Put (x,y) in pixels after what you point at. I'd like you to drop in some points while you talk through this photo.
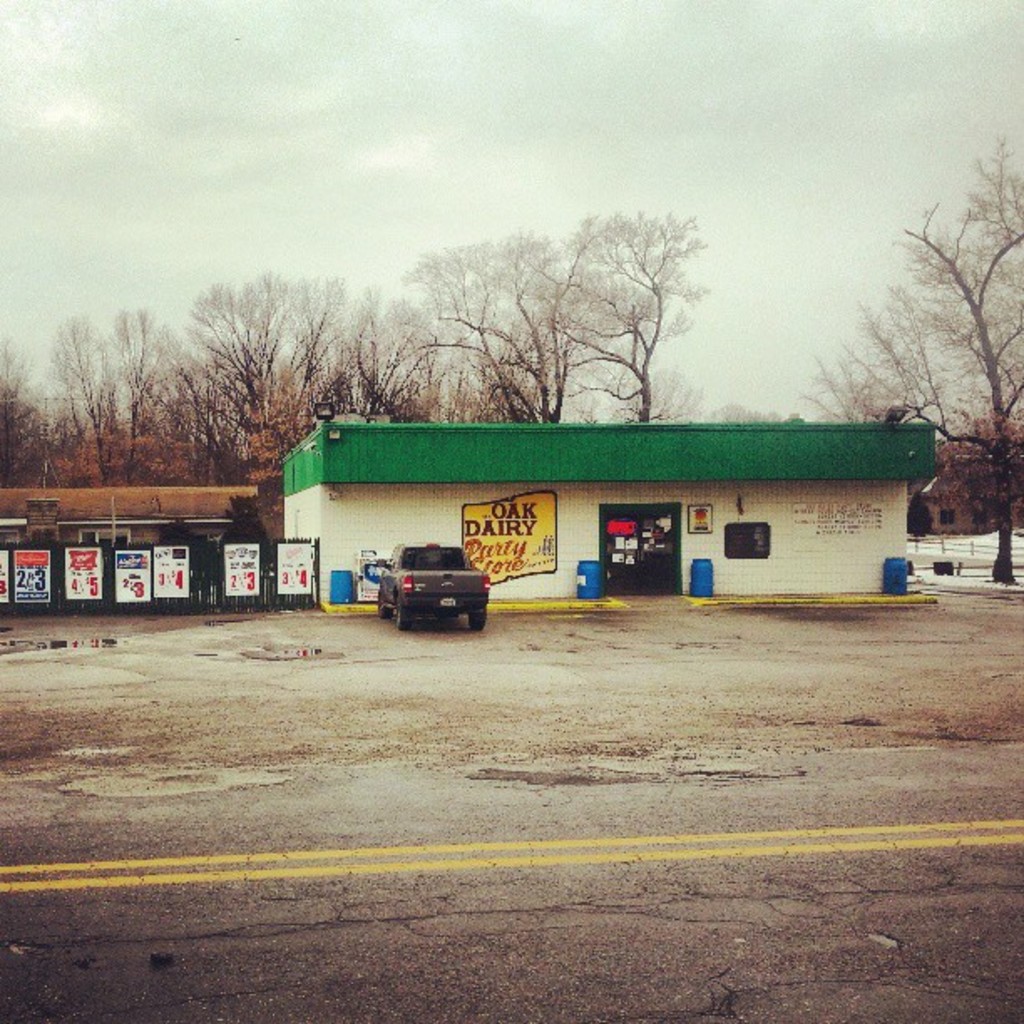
In the image there is a building (331,476) in the back (473,503) with a truck (433,560) in front (489,576) and followed by a road (488,893) in the front (366,809) and behind it there are trees (968,251) and above its sky (516,174).
